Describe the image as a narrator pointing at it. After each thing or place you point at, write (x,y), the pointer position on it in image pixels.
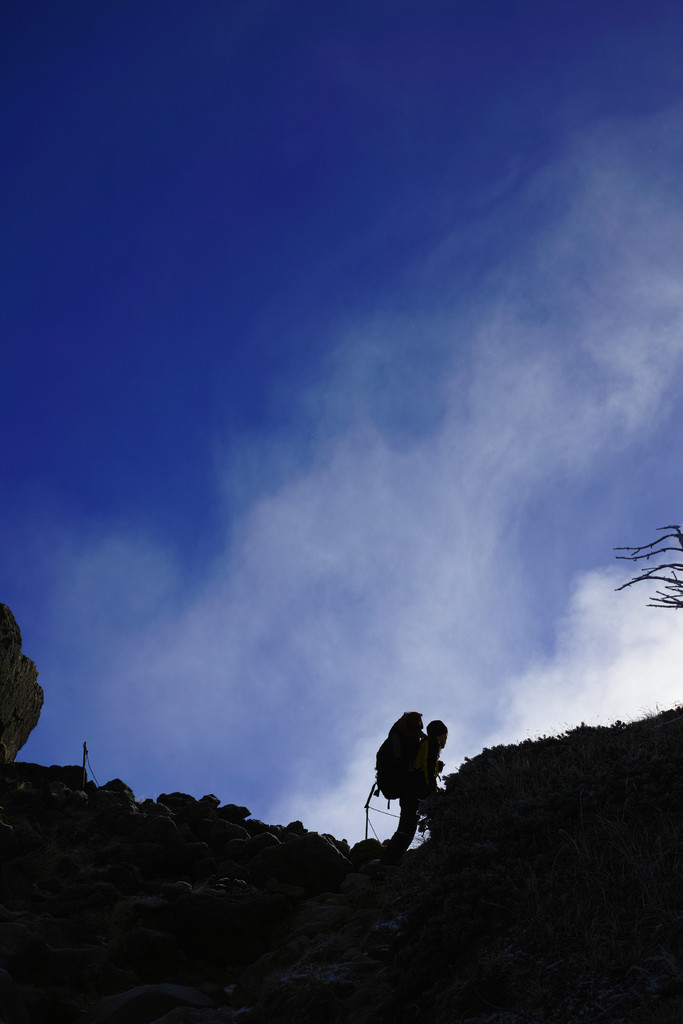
In this image I can see a person (407,820) standing and wearing a backpack (394,732). There is sky (435,345) at the top (425,265).
